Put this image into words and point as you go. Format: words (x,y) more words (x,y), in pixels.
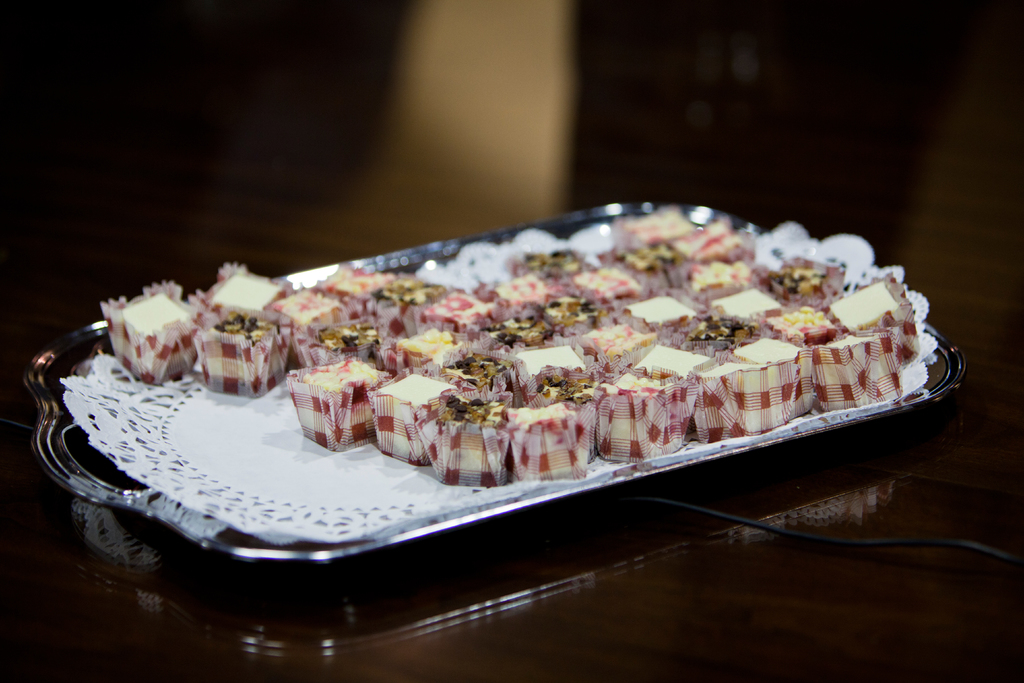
In this image I can see there are few chocolates (330,398) placed on the tray (348,555) and it is placed on the table (619,532). The backdrop of the image (930,145) is blurred.
